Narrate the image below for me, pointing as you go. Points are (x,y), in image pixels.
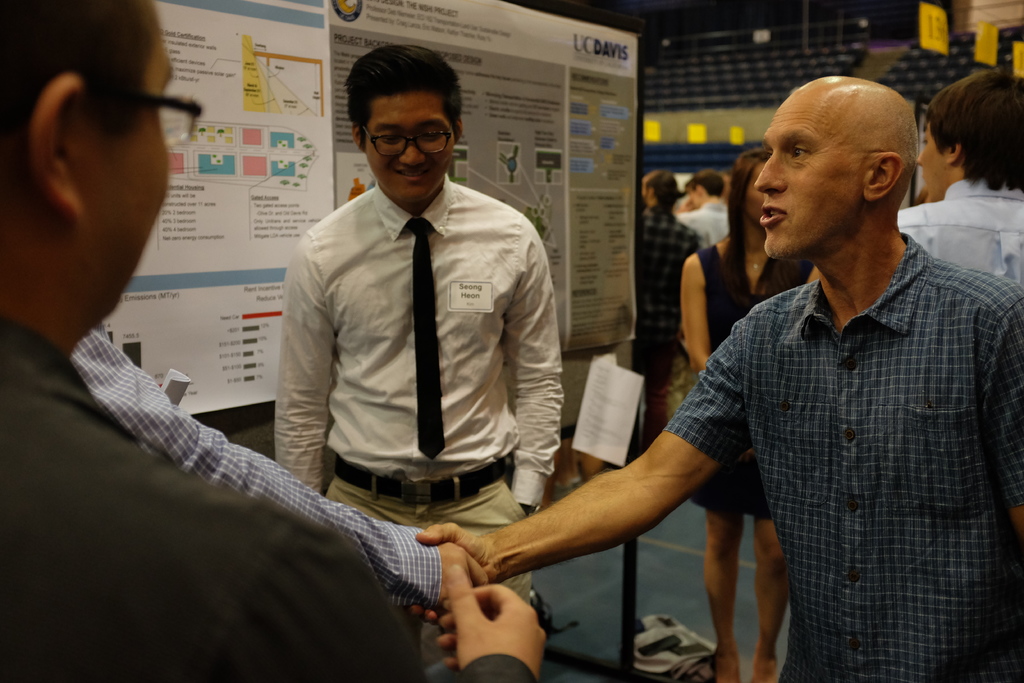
This picture is clicked inside. In the foreground (398,201) we can see the group of people (483,434) standing on the ground (679,593). In the background (248,128) we can see the banners (231,17) on which we can see the pictures (250,77) of some objects (511,153) and the text (597,50) is printed on the banners (504,126) and we can see the boards (938,27) are hanging on the roof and the group of people (680,216) and some other objects (620,422).
